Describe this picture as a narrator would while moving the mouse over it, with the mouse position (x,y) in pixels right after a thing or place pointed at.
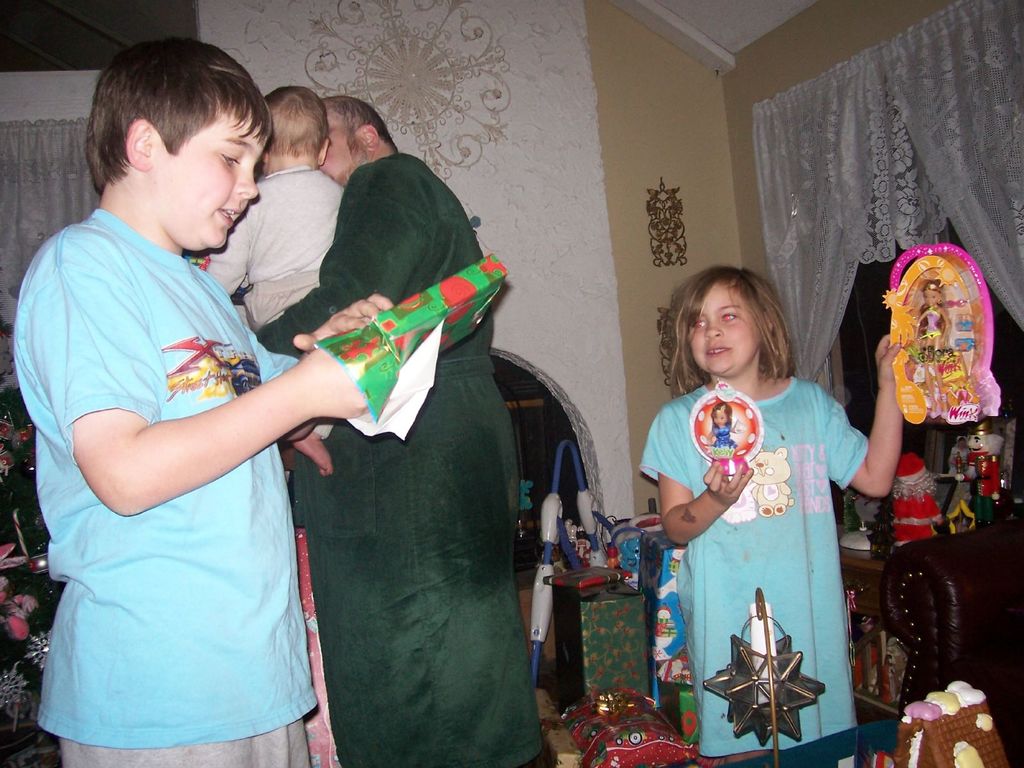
In this image there is a man (372,233) and three kids (767,445) two kids (725,376) are holding object (396,408) in their hands (352,395), in the background (338,12) there is a wall (783,80) to that wall (738,204) there are curtains (800,123).
